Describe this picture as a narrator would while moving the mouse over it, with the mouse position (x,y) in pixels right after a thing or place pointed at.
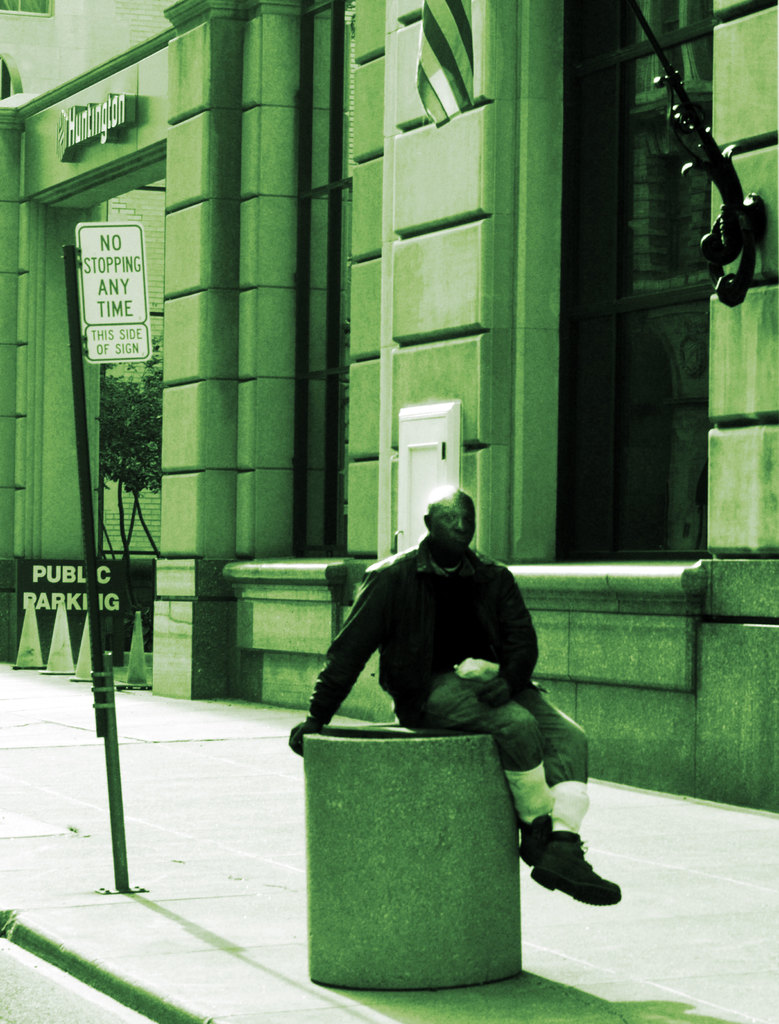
This is an edited picture. In the center of the picture (479,654) there is a person (451,638) sitting on an object (386,771). On the left (113,238) there is a board (118,248). In the background (742,134) it is building (373,227), there are windows (610,332), door (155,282) and name board (108,111).
